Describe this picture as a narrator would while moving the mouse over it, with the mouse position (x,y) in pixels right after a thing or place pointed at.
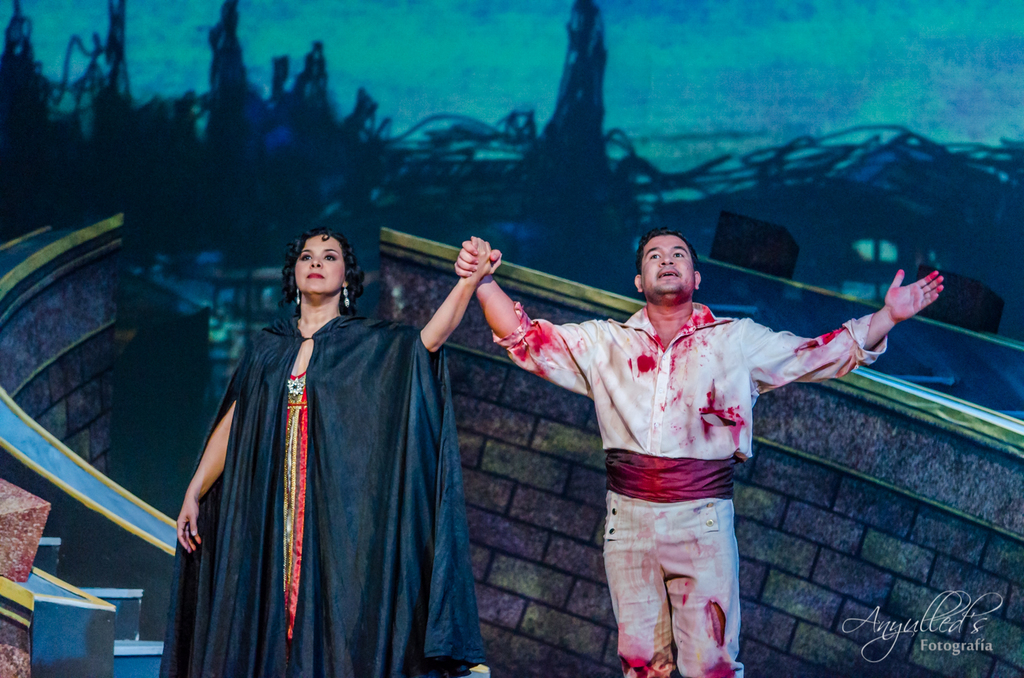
This image is taken indoors. In the background (108,202) there is a wall (908,486) with a painting (157,416). In the middle of the image (468,304) a man (635,328) and a woman (400,439) are standing on the floor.
